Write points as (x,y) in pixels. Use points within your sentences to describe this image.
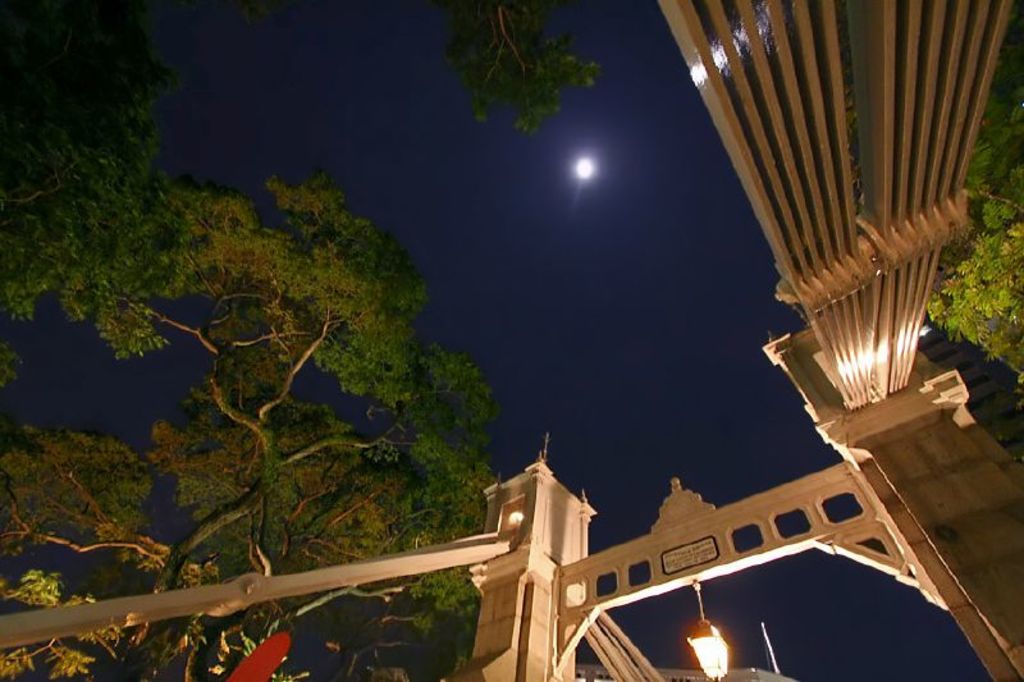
Here we can see trees (476,436), lights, and pillars (556,486). In the background (623,519) we can see sky (600,279) and moon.
